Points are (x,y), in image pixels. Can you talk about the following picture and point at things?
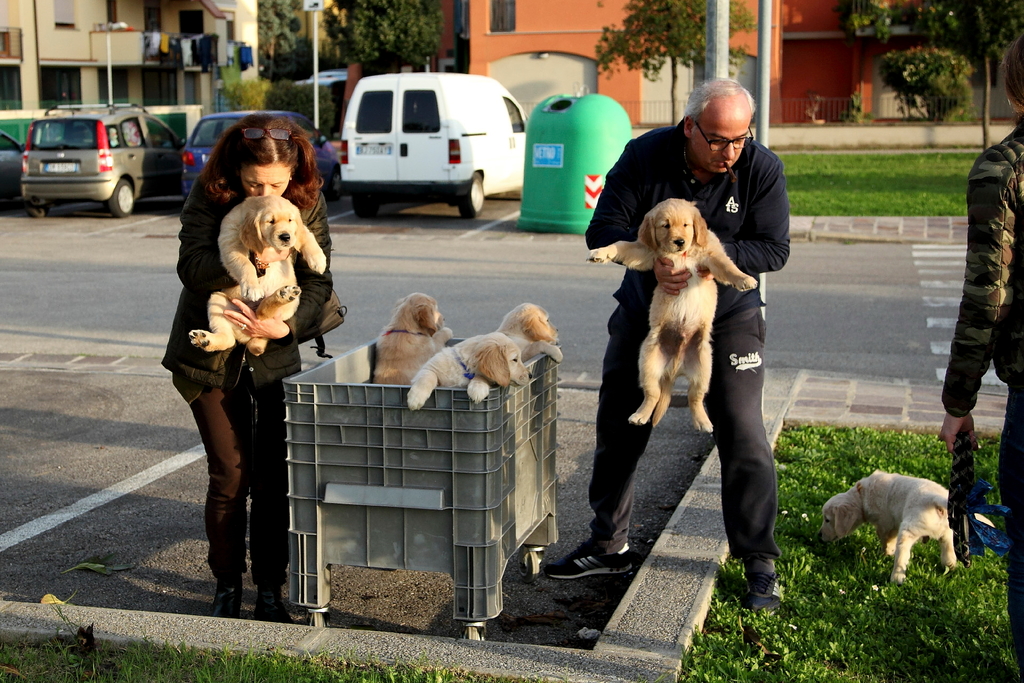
In this picture there are two persons (741,316) holding dogs (251,344) a person (281,589) towards the left (284,573), she is holding a dog (224,329) and she is wearing a black jacket (199,277) and black trousers (222,413), a person (761,259) towards right (761,259) he is also holding a dog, between them there is a basket (464,487) and there are three puppies (421,321) on it. Towards the right corner (978,241) there is another man (981,158) he is wearing a jacket (988,358) before him there is another dog (904,511). In the background (471,87) there is a building (442,50), cars (347,74), clothes (245,56) and some trees (885,68).
